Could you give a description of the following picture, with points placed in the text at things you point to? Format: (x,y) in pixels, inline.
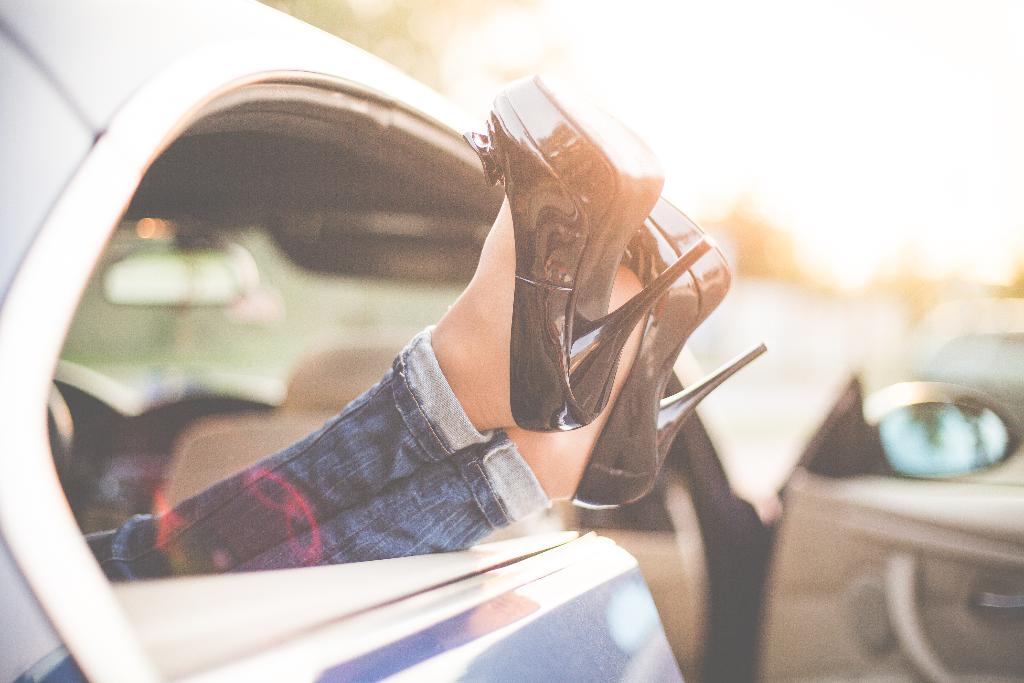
In this image we can see legs (393,394) of a person (471,405), there is a car (318,369), and the background (1004,282) is blurred.
